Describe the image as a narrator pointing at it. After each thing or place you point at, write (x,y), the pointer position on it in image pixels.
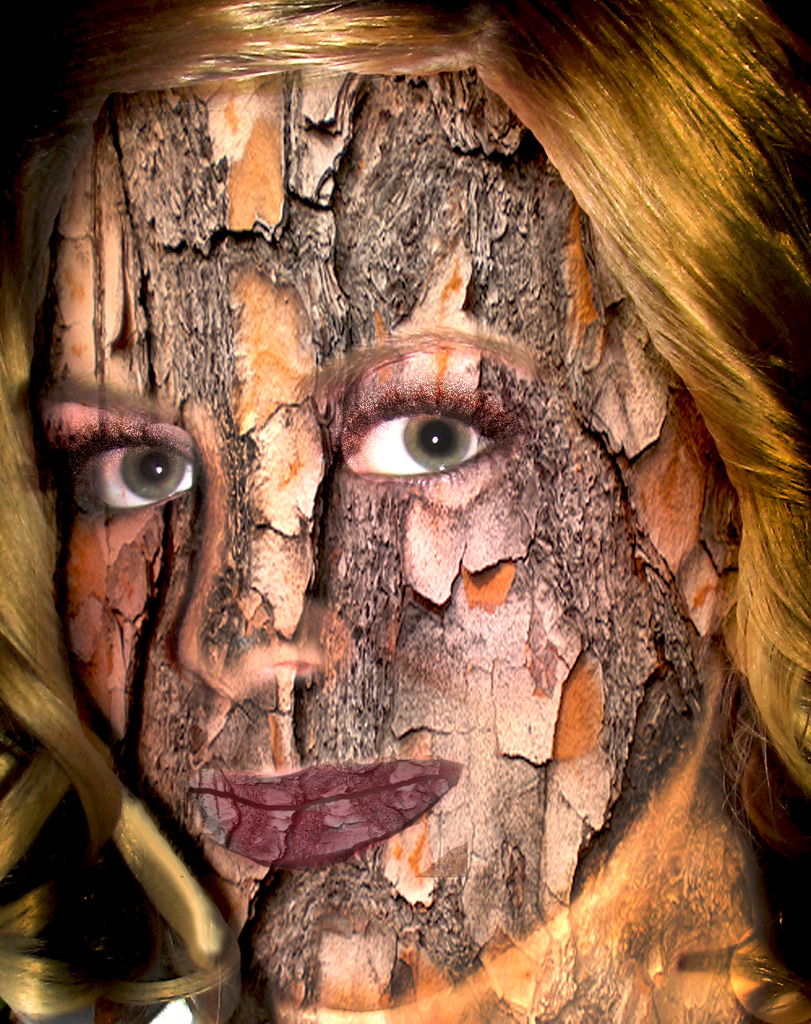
It is an edited image of a woman (609,428).
